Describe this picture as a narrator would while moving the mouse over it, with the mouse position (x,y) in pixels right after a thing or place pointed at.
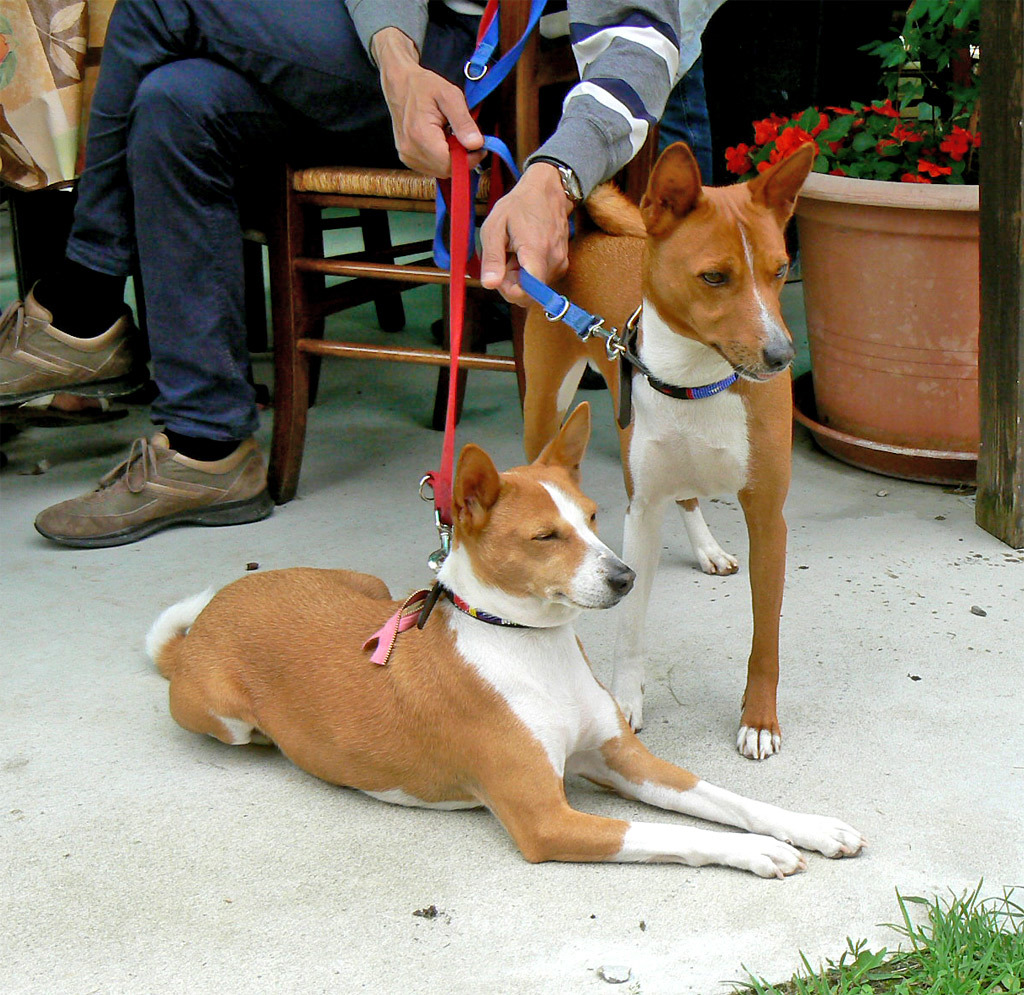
In this image there are two dogs (539,675), one is laying on a floor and another is standing, a man (549,278) holding leashes (485,80) of the dogs (665,267) and sitting on a chair (332,267), in the top right (936,240) there is a pot (925,311), in the bottom right (877,959) there is grassland (937,965).
